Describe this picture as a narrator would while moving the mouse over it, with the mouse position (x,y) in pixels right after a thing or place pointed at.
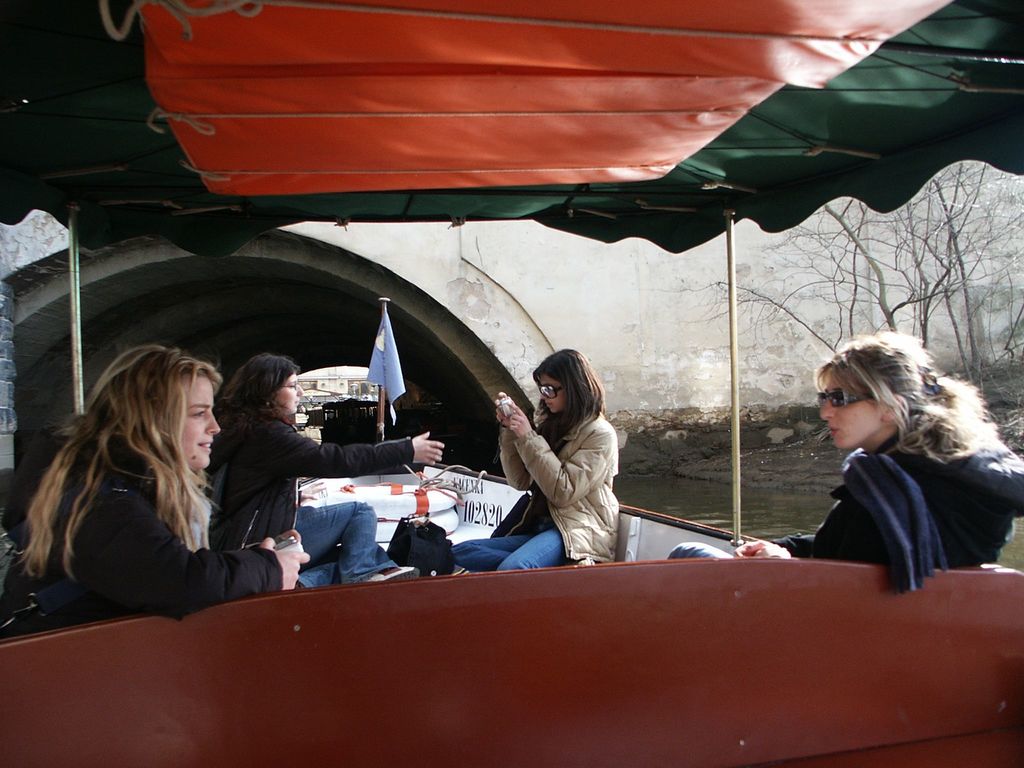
In the foreground of the picture (58,513) there are women (937,524) sitting in a boat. At the top (302,119) it is tent (665,132). On the right (902,257) there are trees (925,273). In the center of the background (609,343) there are stones (661,441) and wall (517,310). In the boat (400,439) there are life rings (408,496) and other objects (415,477).
